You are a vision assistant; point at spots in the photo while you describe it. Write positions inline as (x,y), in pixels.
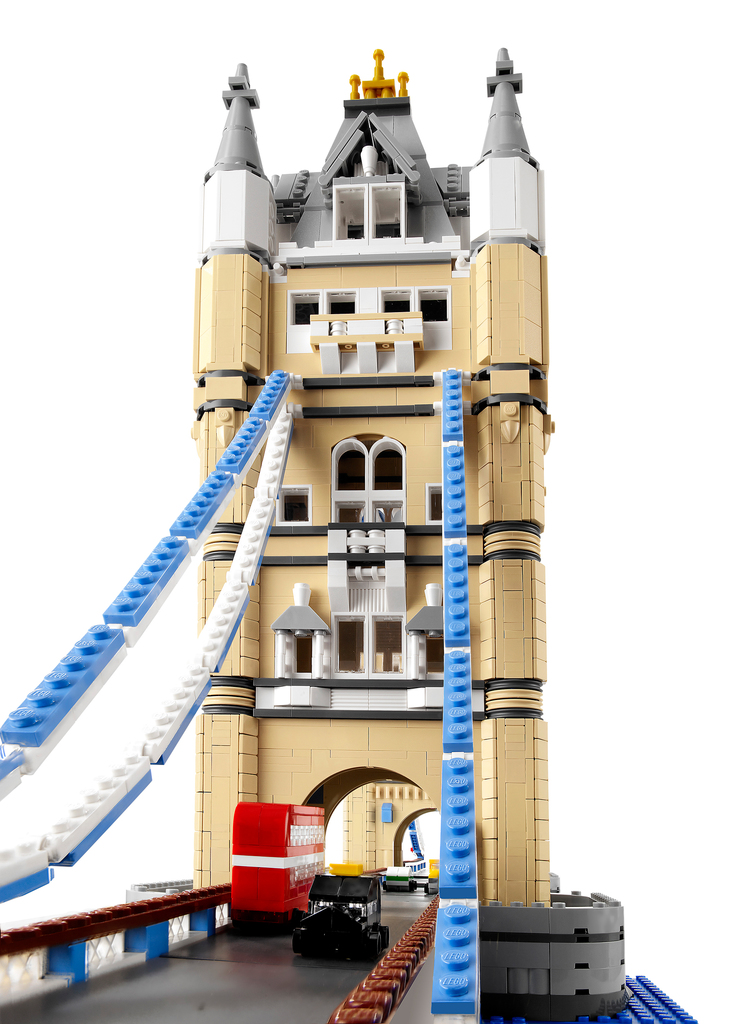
In this image we can see Lego city toys (185,558) such as a bridge (216,673) and vehicles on the road (327,1010). In the background (645,21) the image is white in color.
